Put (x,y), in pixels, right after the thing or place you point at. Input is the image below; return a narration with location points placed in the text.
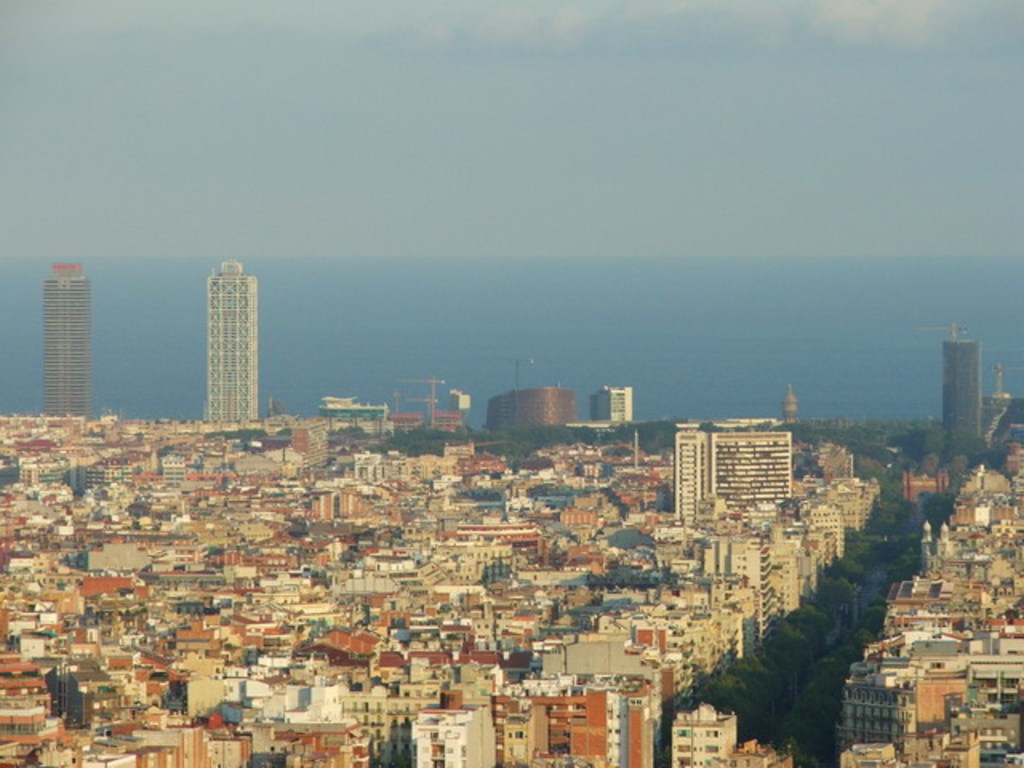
In this image there are so many buildings (571,515), trees (895,510), sea (183,341) and the sky (387,140).
